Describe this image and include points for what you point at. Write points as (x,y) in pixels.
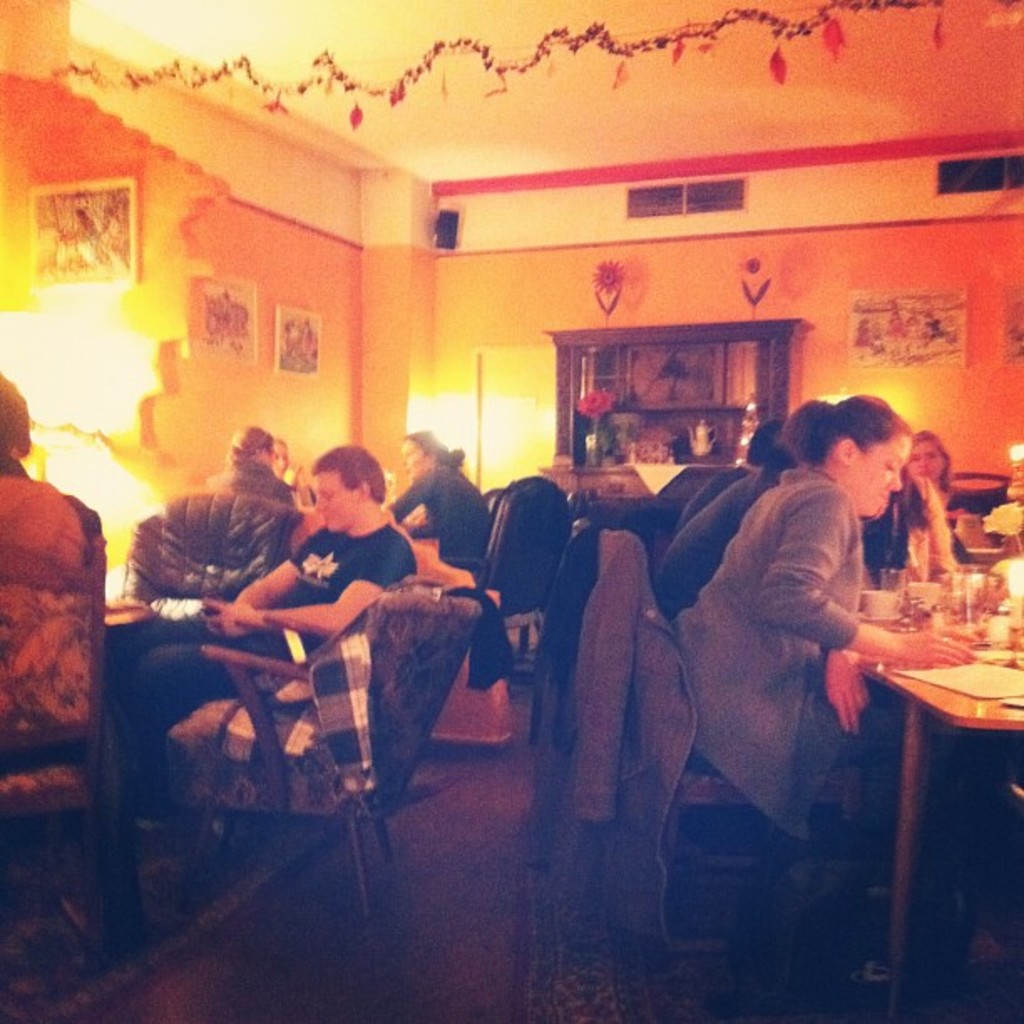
In the picture there is a room (348,899) in which people (331,570) are sitting on the chair (256,657) with the table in front of them on the table (904,754) there are different items (891,608) such as cups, glasses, plates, spoons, flower vase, candles (1019,455) on the wall (449,278) there are many frames (105,202), posters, stickers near to the wall (383,294) there is shelf (644,378) in the shelf (744,412) there is a many items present on it.
